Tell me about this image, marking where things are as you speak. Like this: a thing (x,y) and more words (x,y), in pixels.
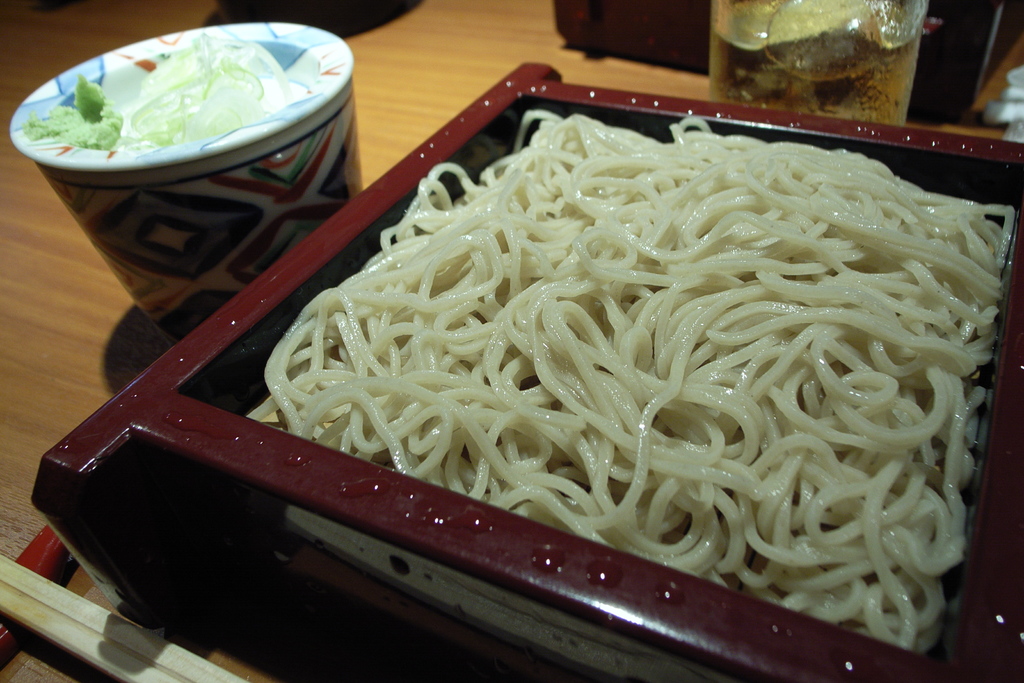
On the right side (692,342), there are white color noodles (648,186) placed in a bowl (622,599). This bowl (634,596) is placed on a wooden table (134,9), on which there is a cup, a glass (906,34) and other objects (964,42).
